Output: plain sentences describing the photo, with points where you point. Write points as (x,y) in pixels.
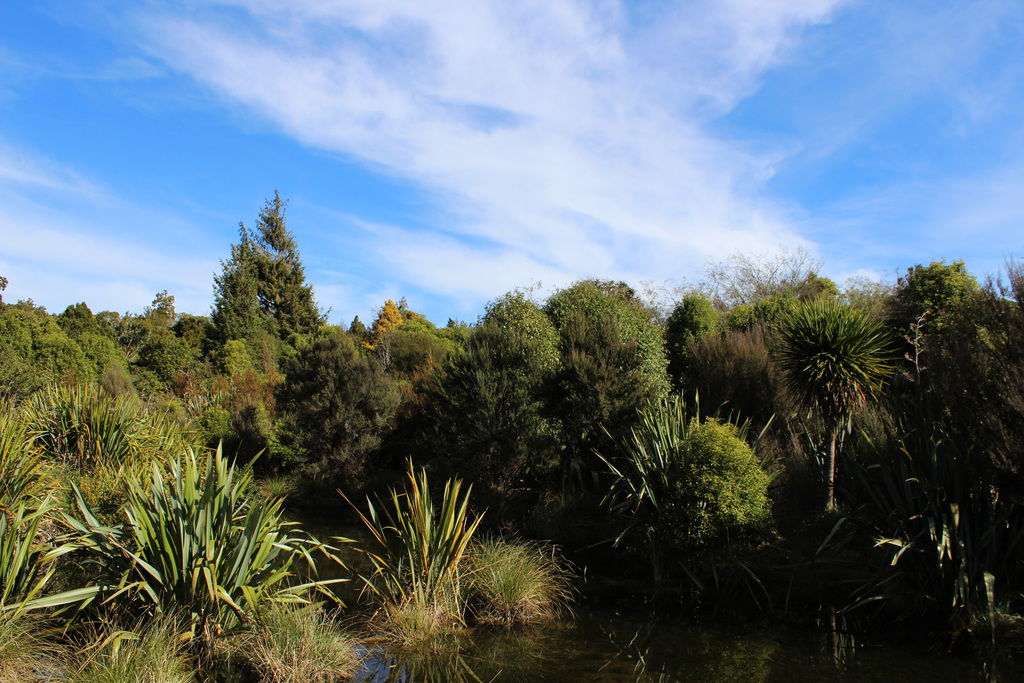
In this picture I can see there is a lake (622,667) and there is grass (295,609), plants (173,515) and trees (359,399). The sky (59,273) is cloudy.
